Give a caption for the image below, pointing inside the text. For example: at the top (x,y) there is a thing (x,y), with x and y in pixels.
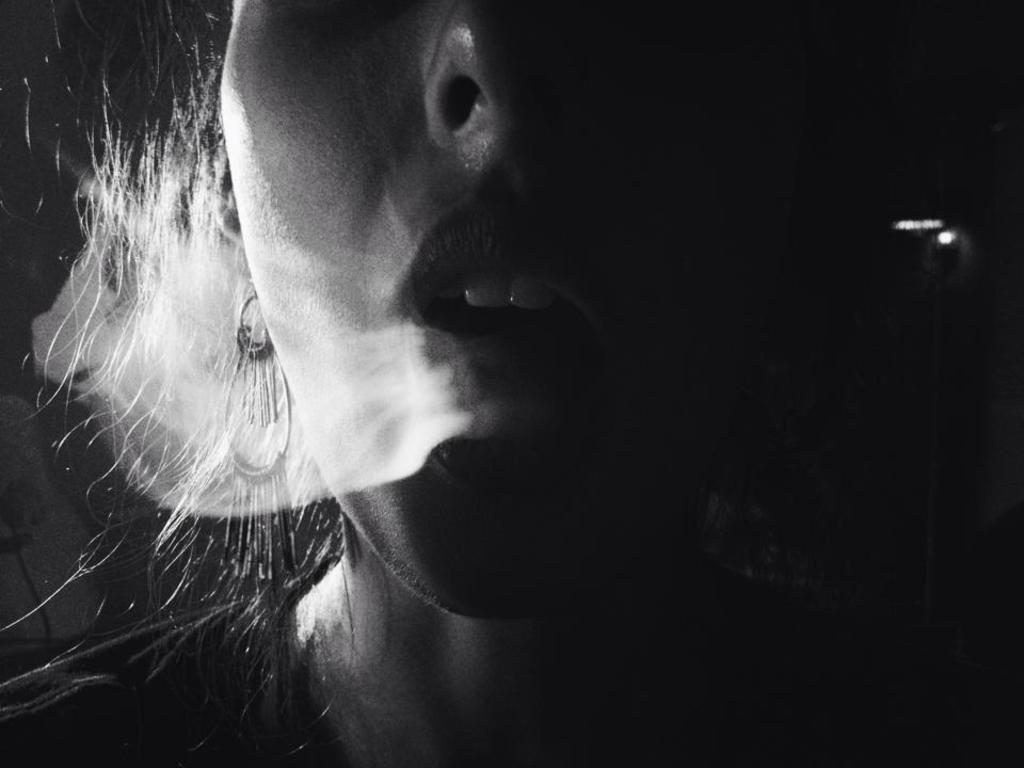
This image consists of a woman (538,415). It looks like a black and white image. And we can see the smoke (208,422).
